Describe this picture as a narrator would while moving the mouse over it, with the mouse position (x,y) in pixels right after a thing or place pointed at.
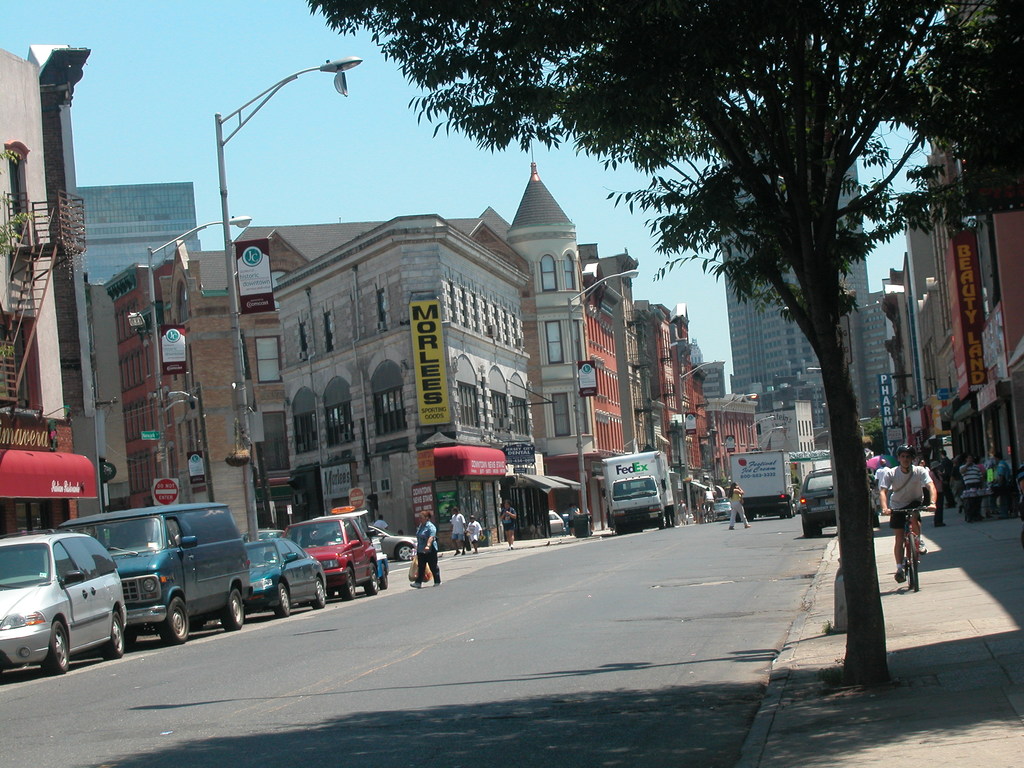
In this image there are a few vehicles (743,467) moving on the road (423,646) and few are parked, there are a few people (424,534) standing and walking. On the left (160,413) and right side of the image (882,344) there are trees (836,330), buildings (111,423), street light (160,413) and in the background (398,156) there is the sky (527,171), there is a person (891,497) riding a bicycle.
